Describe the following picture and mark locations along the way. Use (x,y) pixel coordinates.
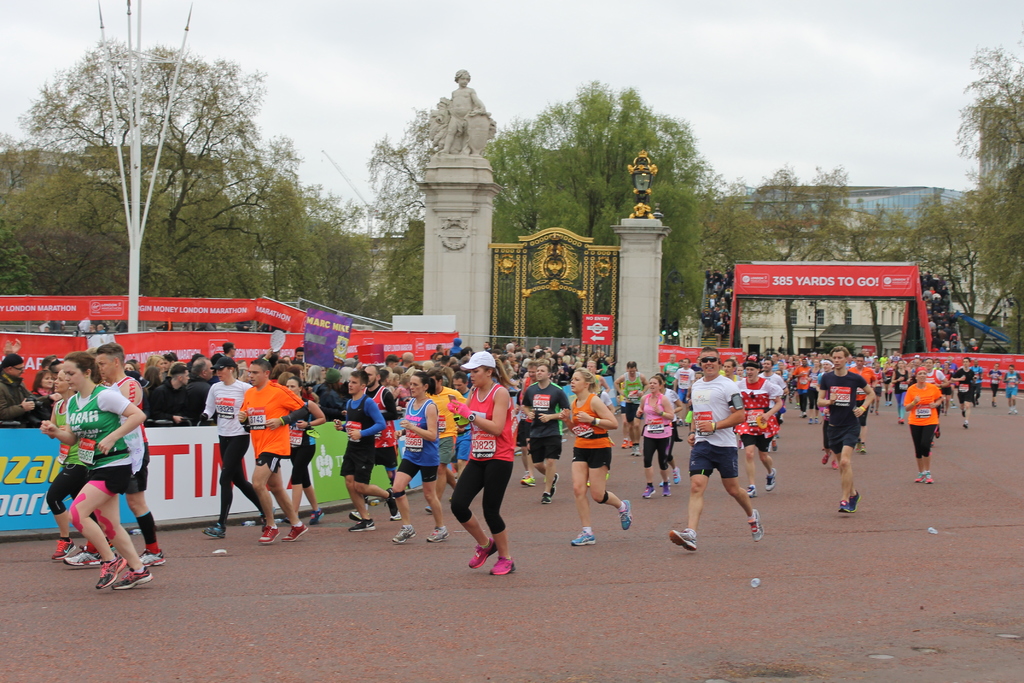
In this picture, we can see a few people (213,411), among them a few (164,376) are standing, we can see the ground (660,643), poles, trees (698,264), posters (901,291), statue (447,145), building (767,330), gate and the sky (757,26).
